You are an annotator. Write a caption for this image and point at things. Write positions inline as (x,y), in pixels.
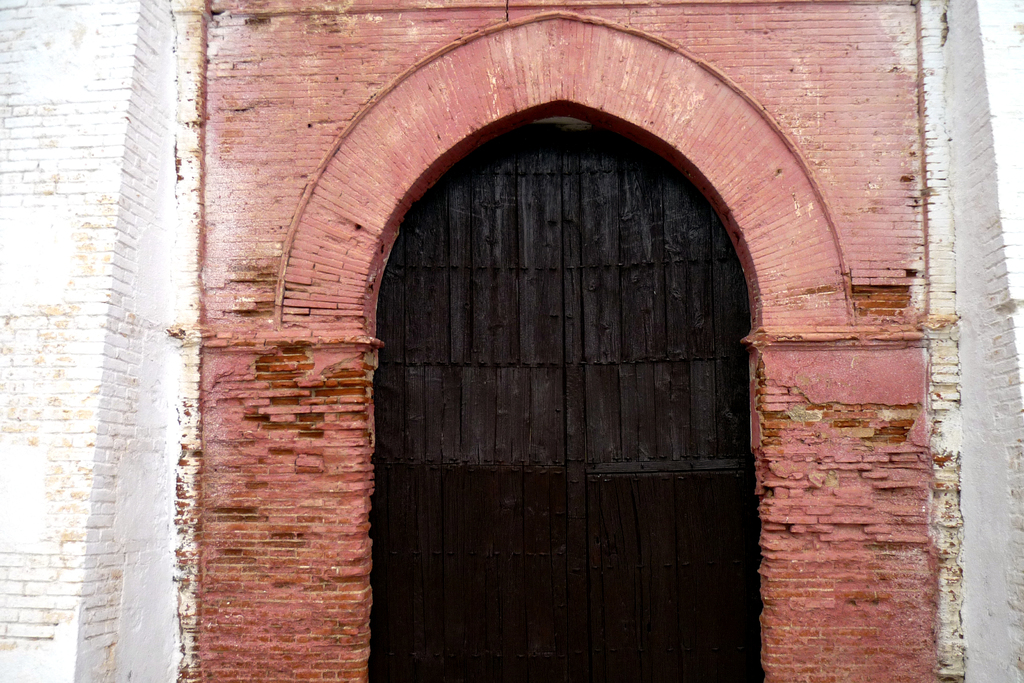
This is a picture of the building (844,9), where there is a wooden door (458,400).
